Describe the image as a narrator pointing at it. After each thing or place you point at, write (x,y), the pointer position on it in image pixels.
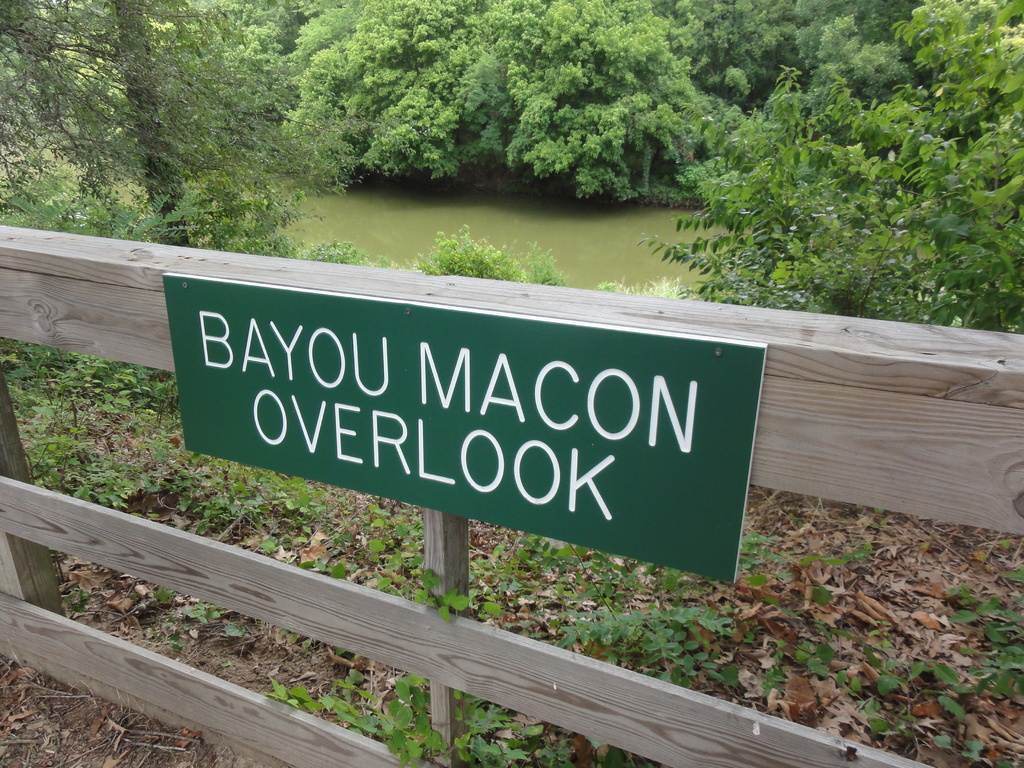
This is the picture of a river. In the foreground (591,372) there is a board (623,539) on the railing (224,697) and there is a text (433,412) on the board (433,412). At the back (896,162) there are trees (532,101) and there is water (501,201). At the bottom (728,654) there are dried leaves (952,562).
